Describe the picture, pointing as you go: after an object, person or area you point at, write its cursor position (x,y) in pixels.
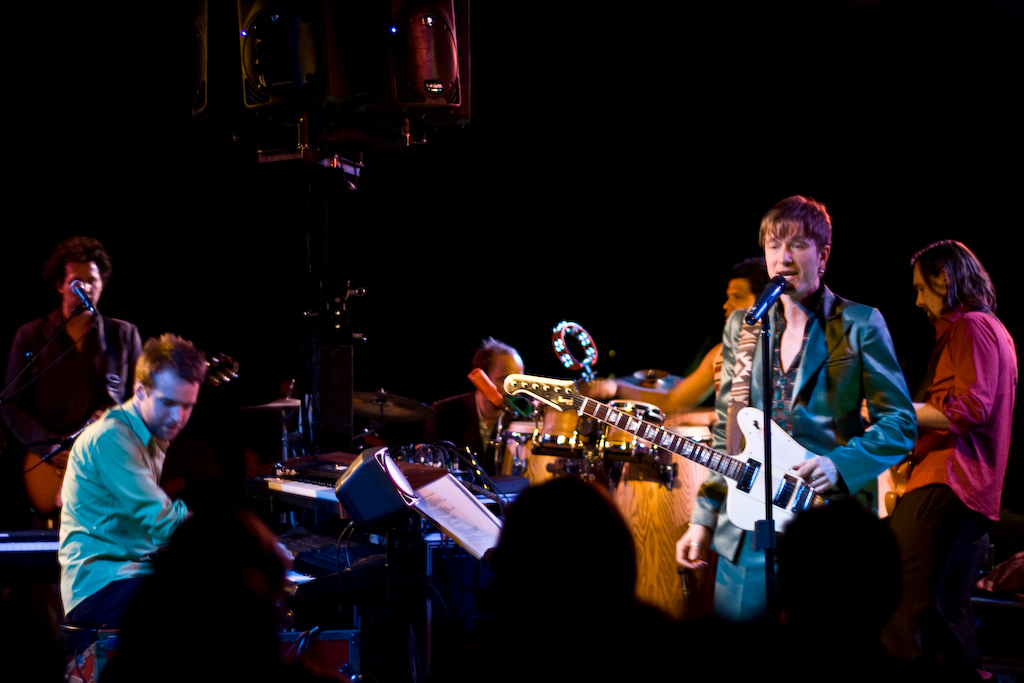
In the center of the image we can see a few people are sitting and a few people (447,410) are standing. And they are holding some musical instruments (708,453). And we can see stands (766,549), microphones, one book (452,482), few musical instruments (643,535) and a few other objects (371,487). And we can see the black color background (837,109).
